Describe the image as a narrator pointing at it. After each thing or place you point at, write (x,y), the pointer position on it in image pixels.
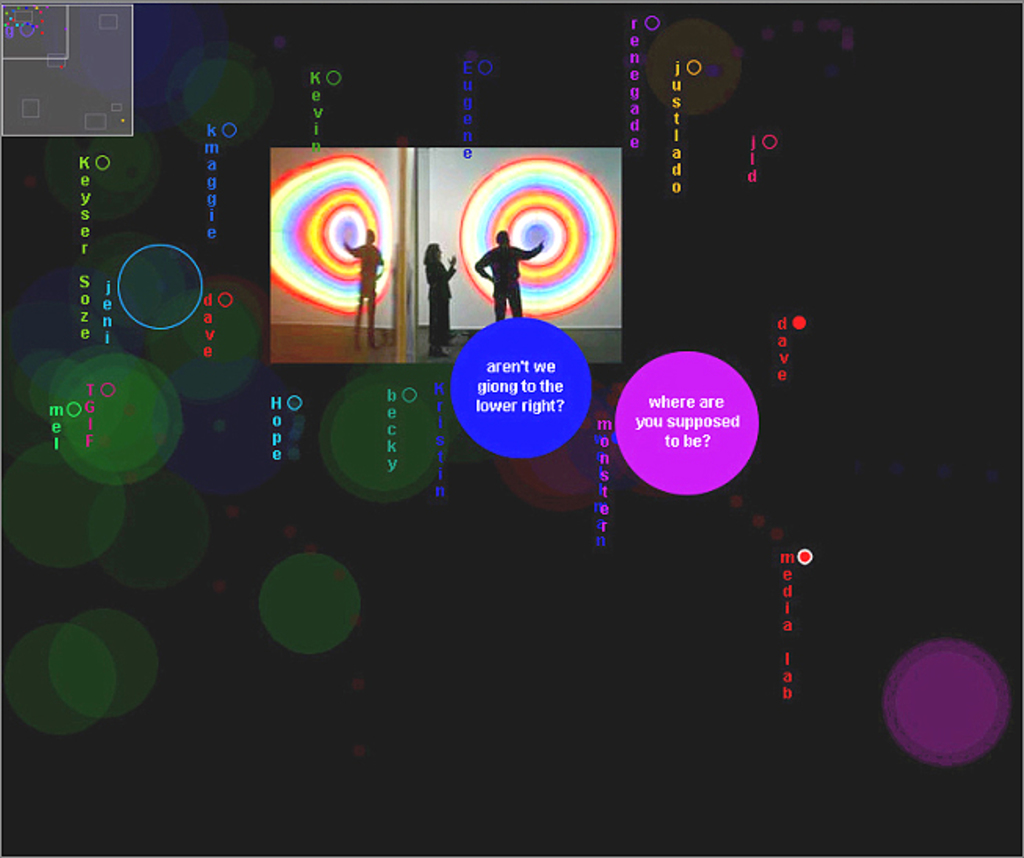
In this image I can see two people (497,260) standing. In front I can see a colorful circles (554,210). I can see a purple, blue, green color circle (662,414) and something is written on it. Background (589,640) is in black color.
